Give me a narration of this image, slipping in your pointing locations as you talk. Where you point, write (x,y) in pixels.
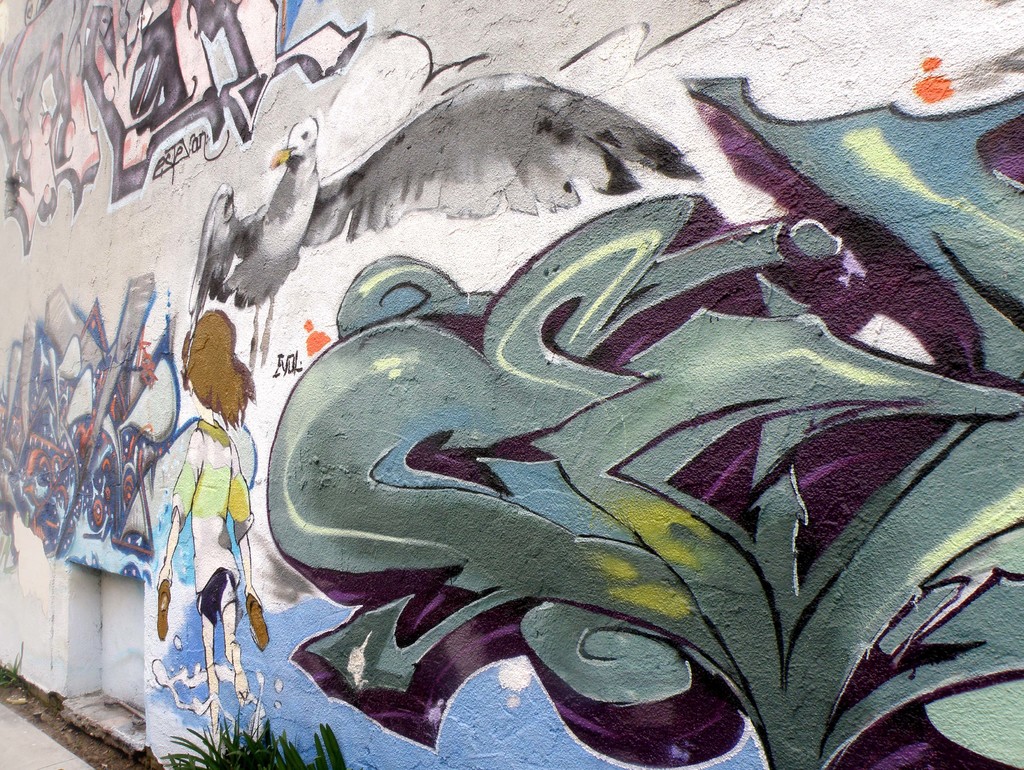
This image consists of a wall (512,312) on which there are paintings (520,110). It looks like a graffiti (225,477). At the bottom (44,755), there is a ground (122,766) and a plant (256,756).
